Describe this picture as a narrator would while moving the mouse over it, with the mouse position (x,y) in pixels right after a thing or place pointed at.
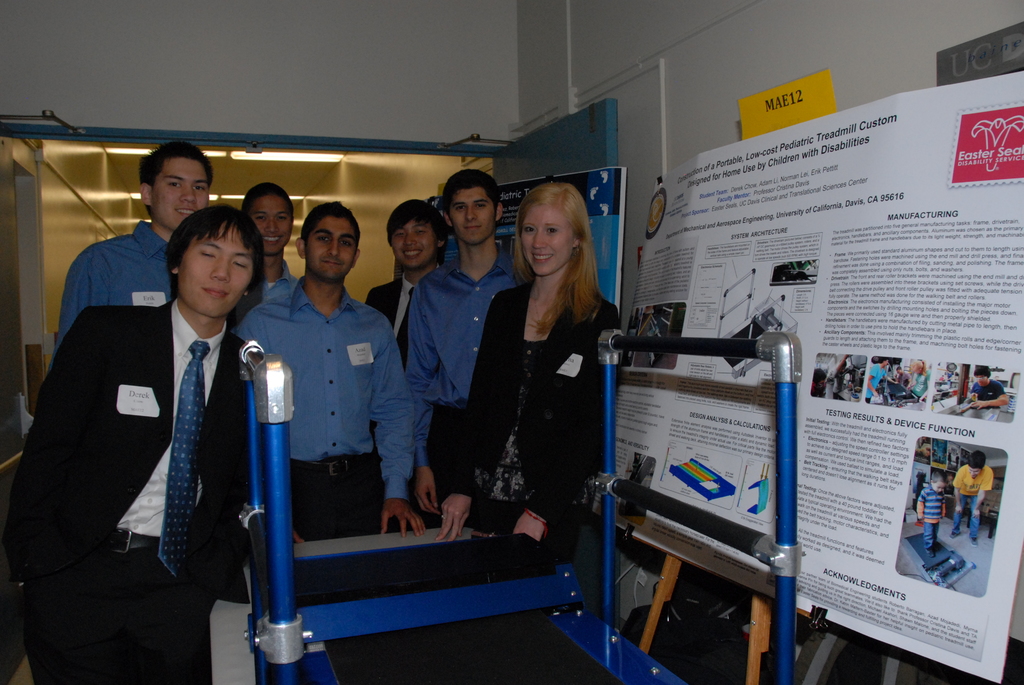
In this picture we can see a group of people (159,206) standing and smiling and some of them wore blazers (86,476), ties (400,336) and stickers (161,297) on them, rods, banners (761,440), name board (820,86), door (603,159), lights (295,154), walls (642,34) and some objects (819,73).
